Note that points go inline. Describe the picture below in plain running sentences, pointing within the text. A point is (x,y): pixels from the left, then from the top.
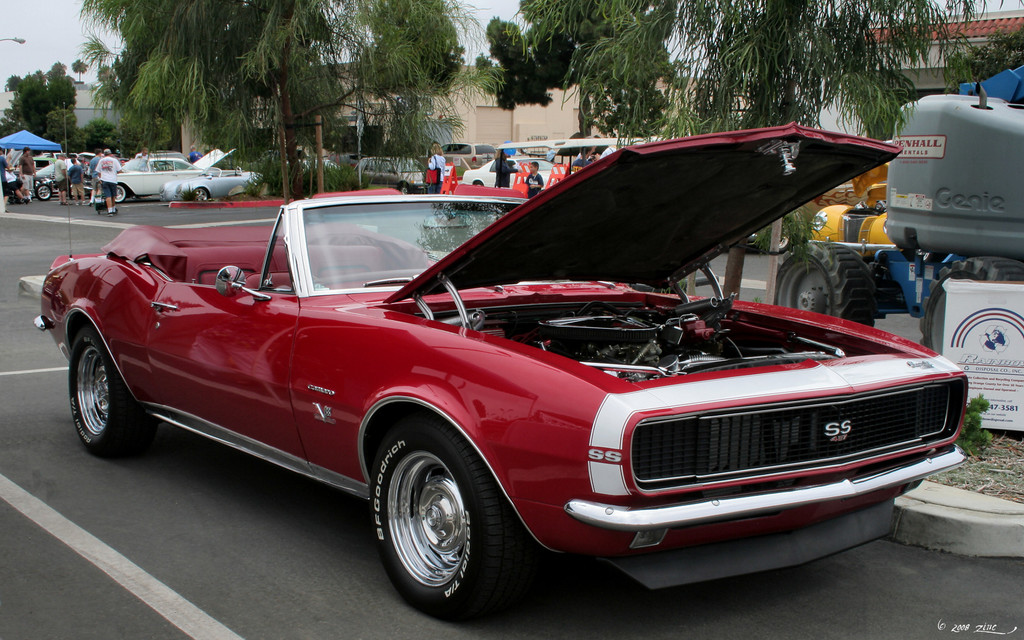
In this picture there is a red car (553,351), beside that we can see truck (882,260). In the background (143,161) we can see many cars (197,178) which is parked near to the road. On the left (97,175) we can see the group of persons (99,160) were standing near to the bike (42,191). At the top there is a sky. In the background (651,108) we can see buildings (484,106) and many trees (745,98).
